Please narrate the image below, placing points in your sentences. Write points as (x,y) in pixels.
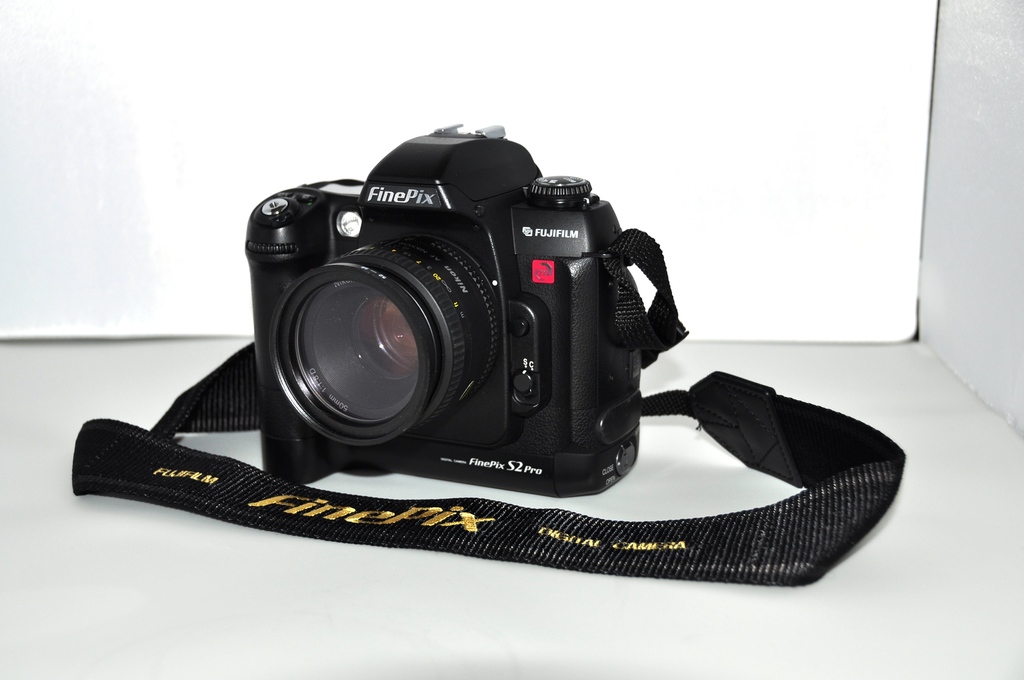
There is a black color camera (605,422) having black color belt (744,525) on the white color shelf (728,613). And the background (105,102) is white in color.
